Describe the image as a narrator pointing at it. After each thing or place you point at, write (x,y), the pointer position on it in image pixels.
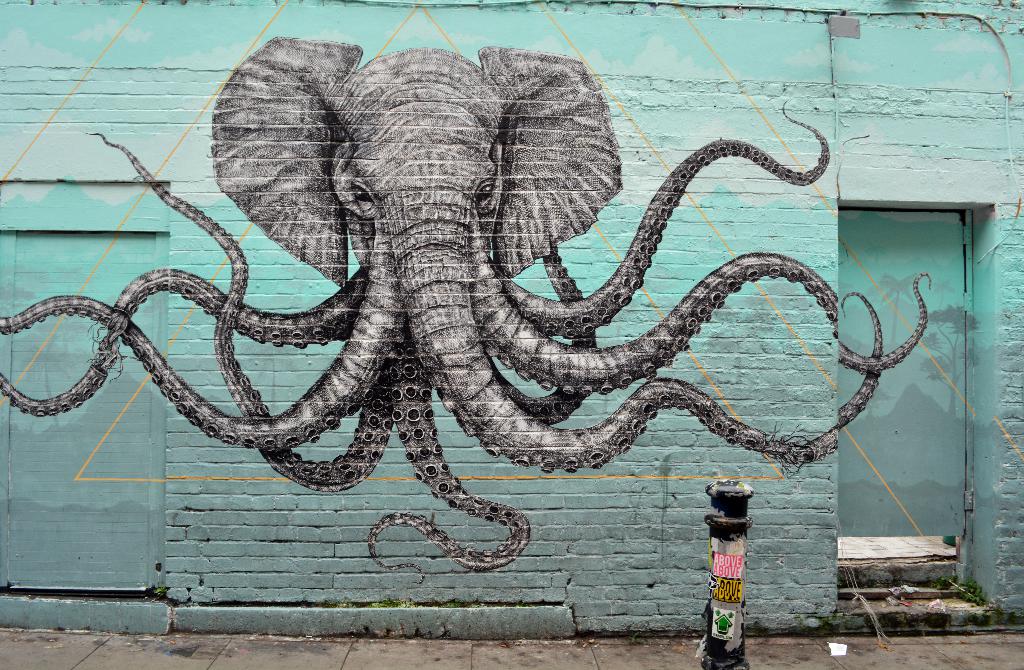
In the middle of this image (392,348), there is a painting (602,301) of an elephant (340,60) on the brick wall (97,82), which is having blue color and two doors (94,349). On the right side (743,660), there is a small pole (740,486).
